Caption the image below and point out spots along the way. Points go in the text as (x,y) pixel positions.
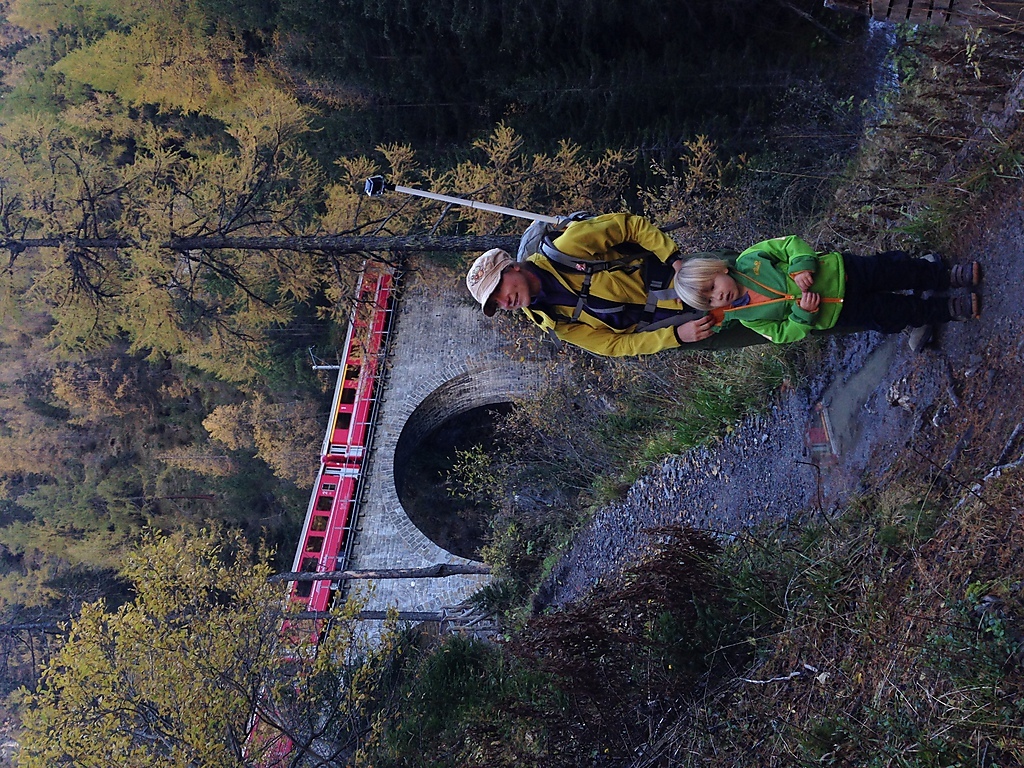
In the picture we can see a man (706,331) and a child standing on the path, a man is wearing a jacket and a bag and a cap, near to them, we can see some grass (716,599), plants (649,616) and a railway bridge (396,279) and a train (379,273) on it which is red in color and behind it we can see a tree (207,212).
